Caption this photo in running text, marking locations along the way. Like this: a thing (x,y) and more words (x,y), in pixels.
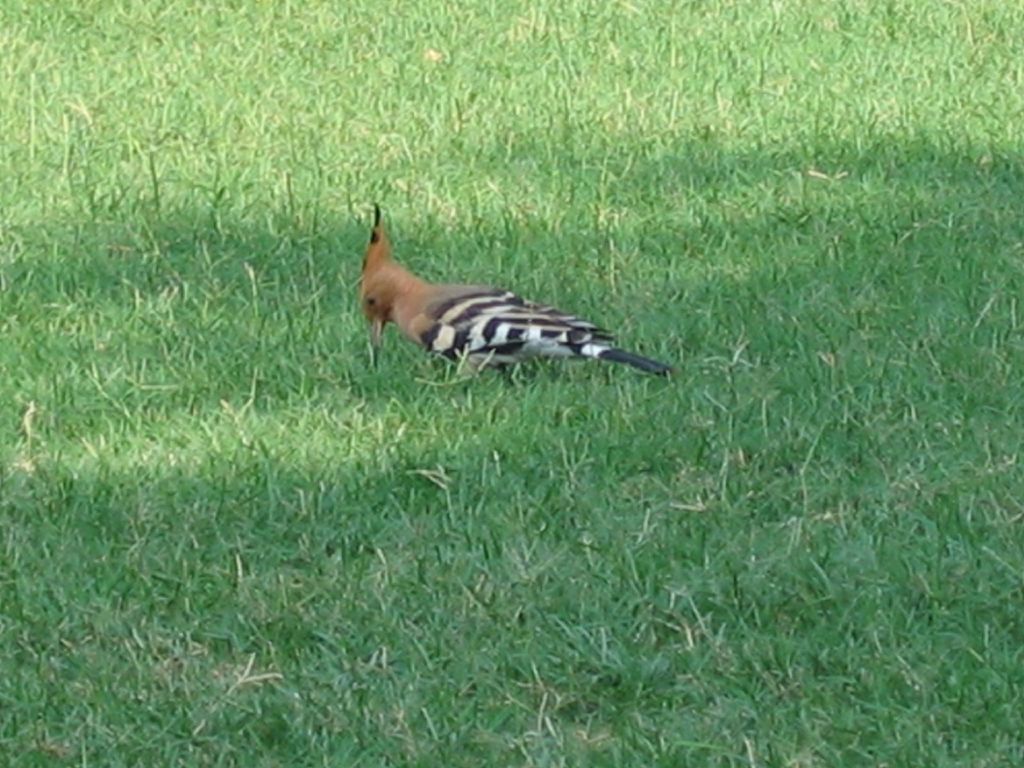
In this image I can see grass (624,269) and I can see a bird (500,353). I can also see colour of this bird (415,302) is brown, black and white. I can also see shadow (947,570) over here.
